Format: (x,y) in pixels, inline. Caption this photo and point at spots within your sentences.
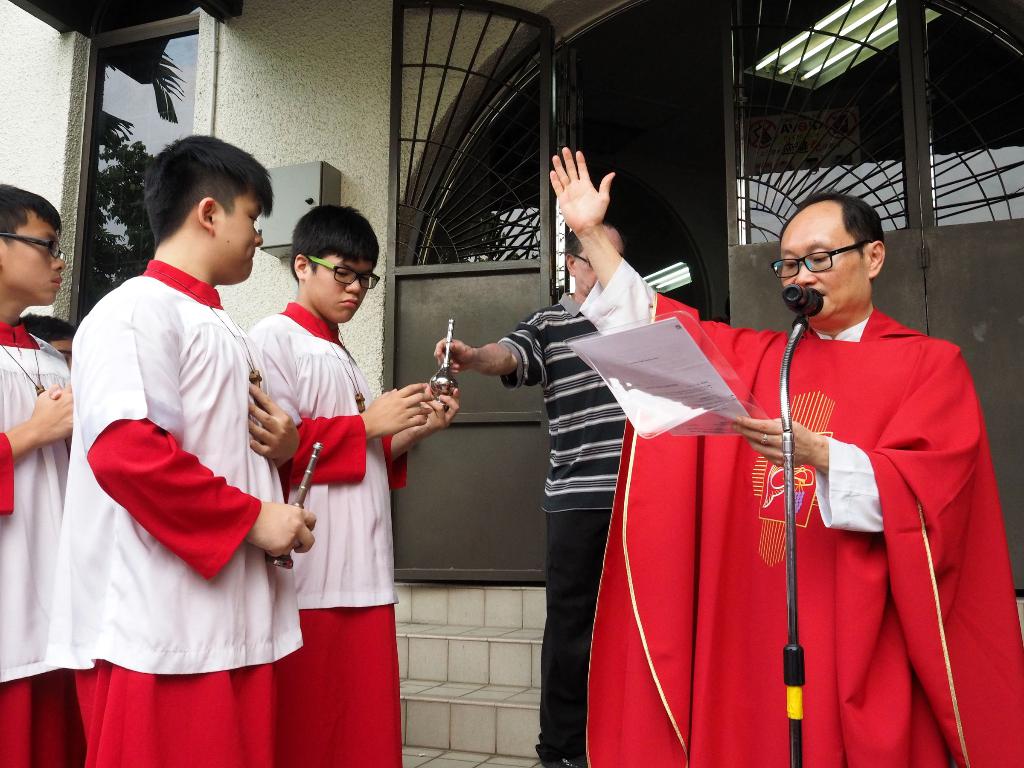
In this picture we can see a group of people (244,443) standing and few people (289,474) holding some objects (447,355). In front of the people (819,381) there is a microphone (807,300) with stand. Behind the people (248,442) there is a gate (401,381), glass window (124,112), lights (825,21), and an object (290,185). On the window (99,99) we can see the reflection (111,106) of trees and the sky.
